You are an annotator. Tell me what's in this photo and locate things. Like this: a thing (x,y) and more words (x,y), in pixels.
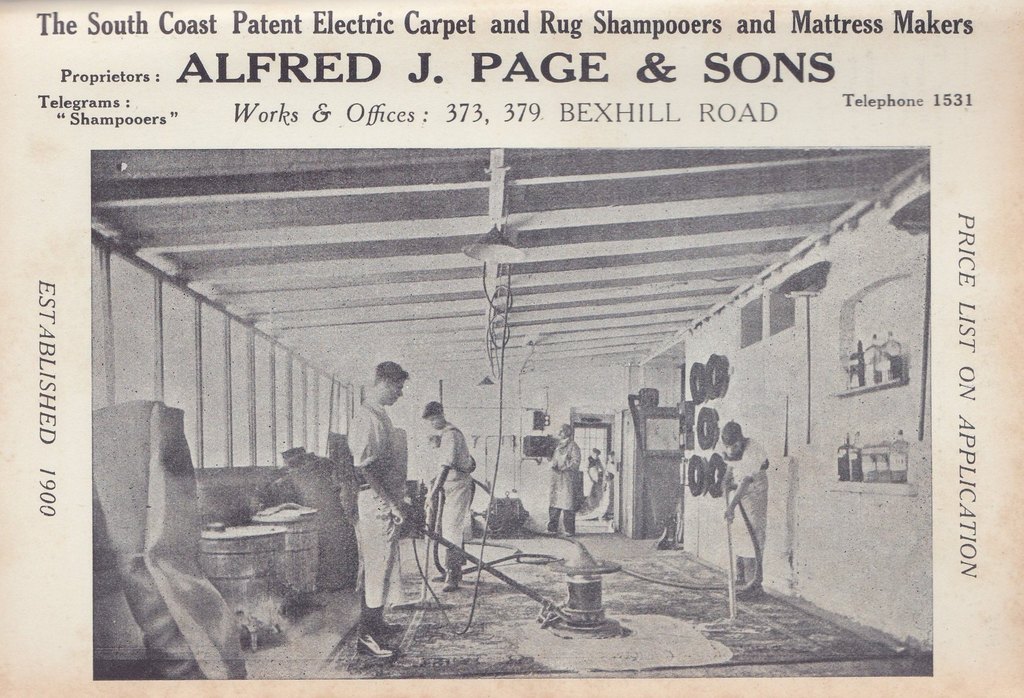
This is a poster and in this poster we can see some people (574,525) standing on the floor (627,539), drums (316,554) and some objects (526,450).
